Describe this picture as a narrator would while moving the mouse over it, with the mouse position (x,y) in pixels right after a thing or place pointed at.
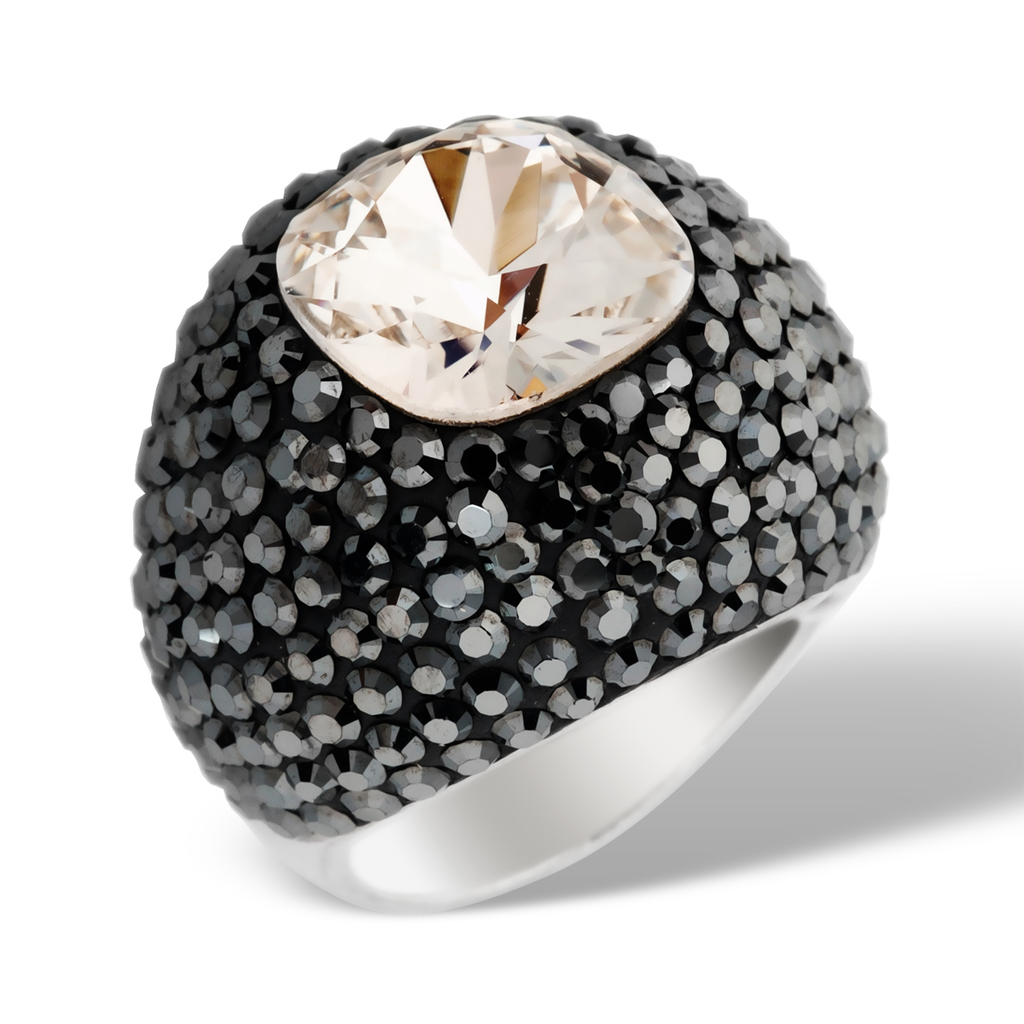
In this image we can see a diamond ring (391,417), and the background (19,159) is white in color.
